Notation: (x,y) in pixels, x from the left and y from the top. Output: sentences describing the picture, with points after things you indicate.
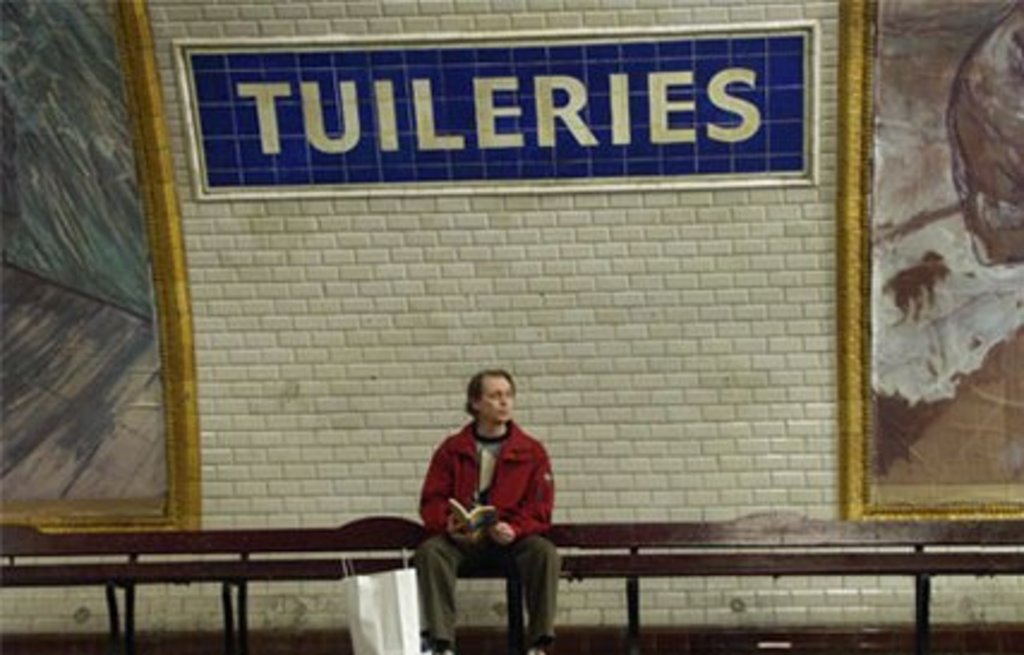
In this image there is a man (512,514) with a book (463,520) in his hand (498,531) is sitting on a bench (587,558). There is a bag (386,617) beside this man (442,558). At the background (355,249) there is a wall (535,285) and a design (80,147) on it.
